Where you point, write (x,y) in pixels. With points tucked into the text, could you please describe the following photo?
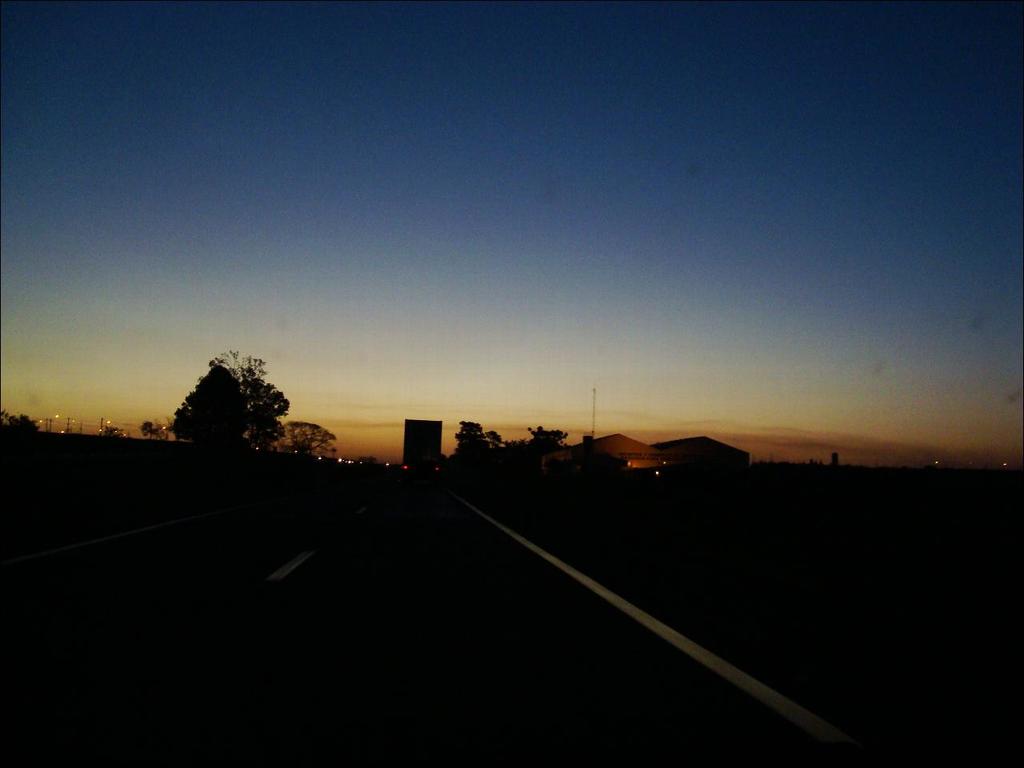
In this picture I can see there is a road (437,648) and there are some buildings (633,453), trees (212,436) and the sky (494,230) is clear.
